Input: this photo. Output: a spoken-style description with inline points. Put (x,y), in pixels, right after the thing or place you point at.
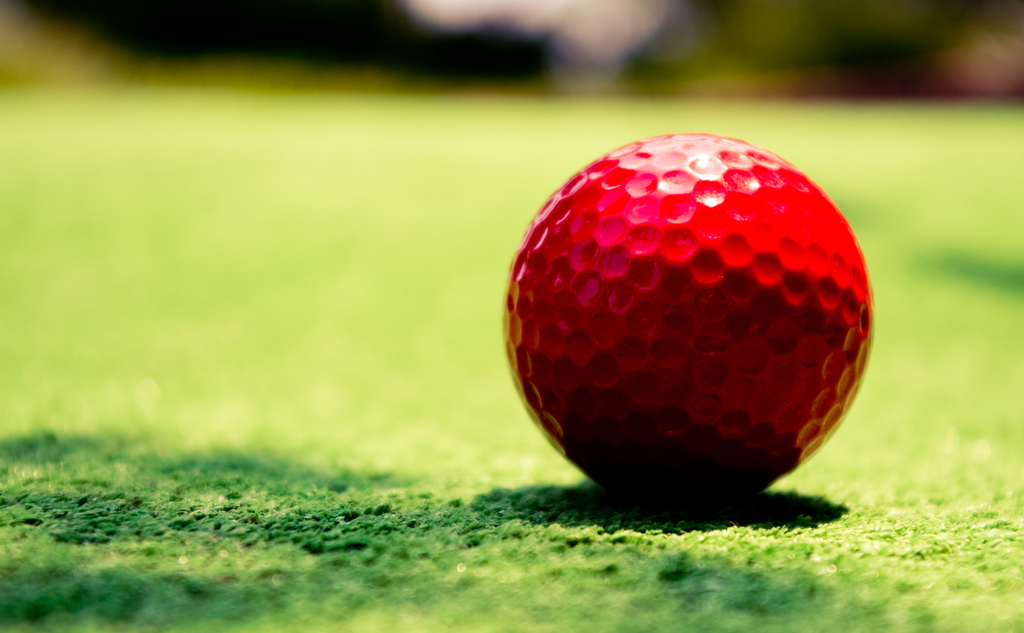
In the image there is a red golf ball (676,278) on the grassland (823,148).
